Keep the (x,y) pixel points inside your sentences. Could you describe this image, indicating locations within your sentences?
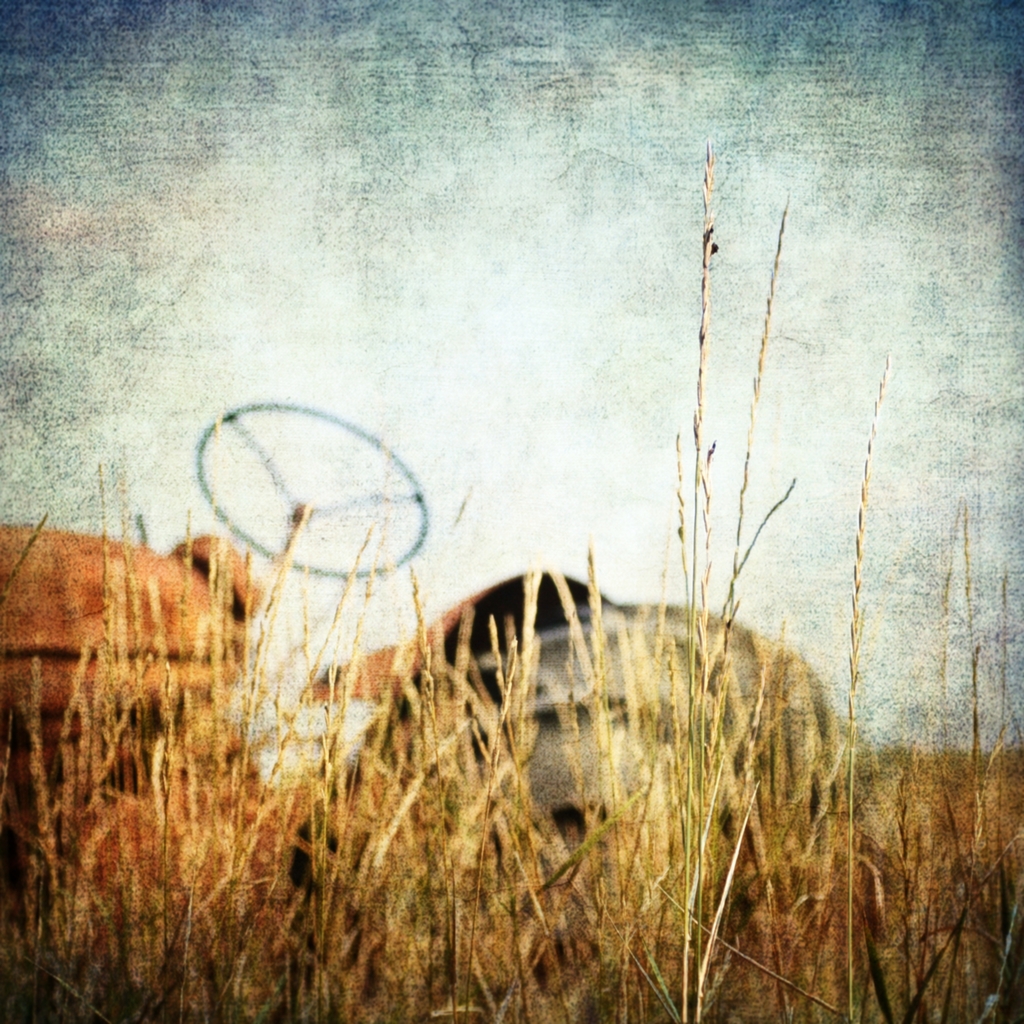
In this image in the front (587,824) there is grass (651,865) and in the background (194,638) there is a vehicle (154,655).
